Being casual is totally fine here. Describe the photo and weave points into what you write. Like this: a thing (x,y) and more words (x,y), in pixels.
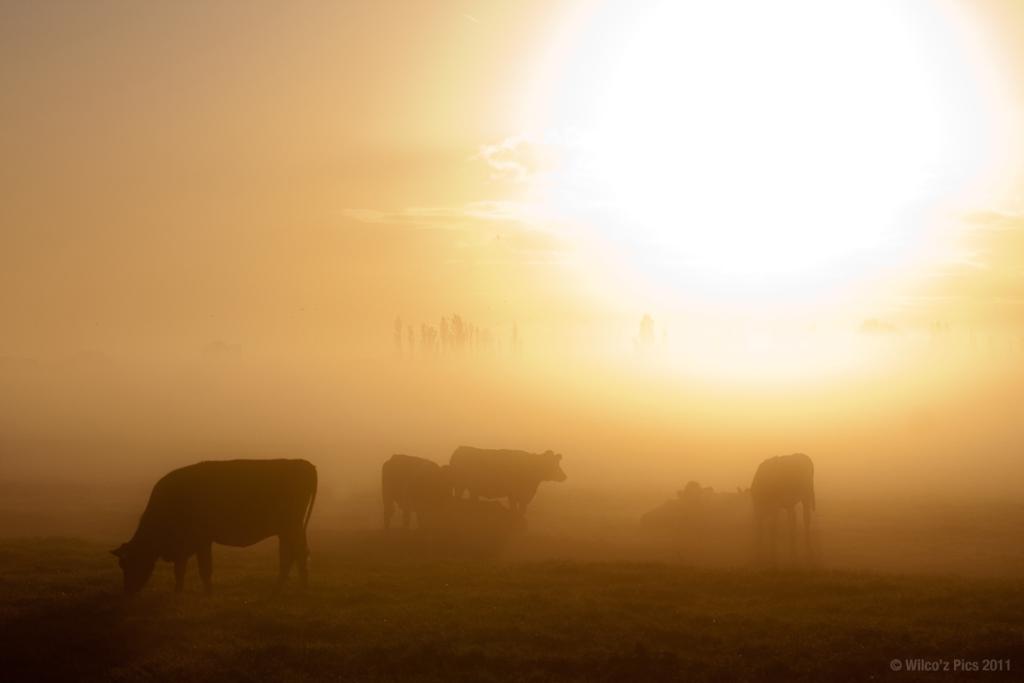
In this picture I can see animals (486,513) on the surface (464,599). I can see the sun (651,244).
